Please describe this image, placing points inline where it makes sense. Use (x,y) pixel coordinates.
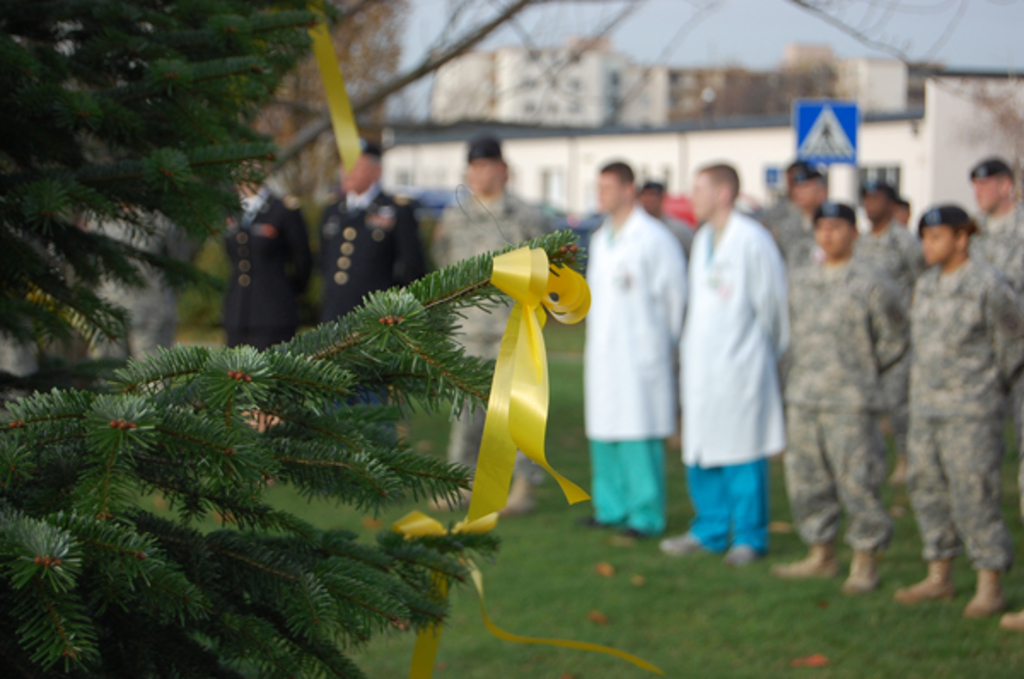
In this image we can see a few people (643,432) standing and also we can see a christmas tree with some ribbons (557,280), there are some buildings (625,134), windows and grass (597,581) on the ground (568,539), also we can see a signboard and the sky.
